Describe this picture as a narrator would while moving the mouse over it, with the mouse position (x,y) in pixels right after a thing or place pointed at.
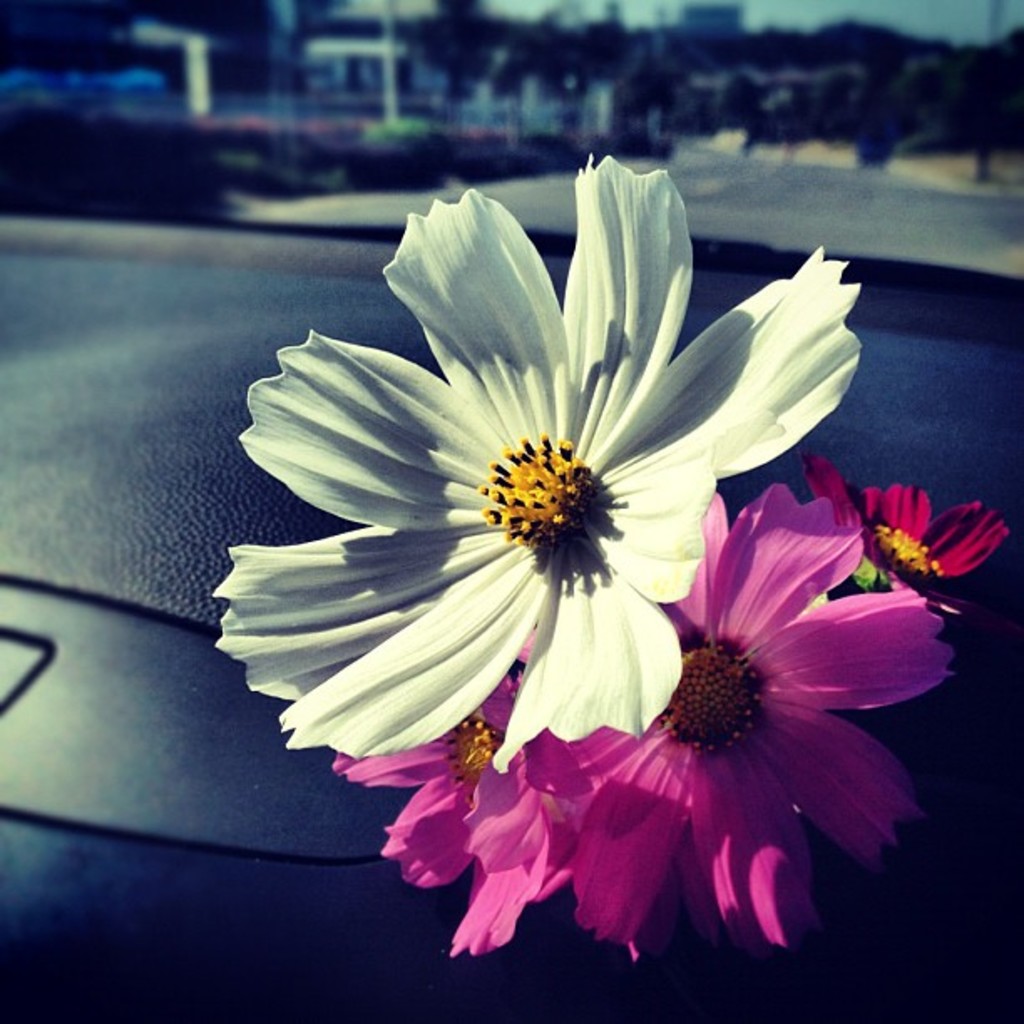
In this image we can see flowers (495,493) on the plastic surface (187,406). In the background (838,34) there are sky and trees (832,45).
